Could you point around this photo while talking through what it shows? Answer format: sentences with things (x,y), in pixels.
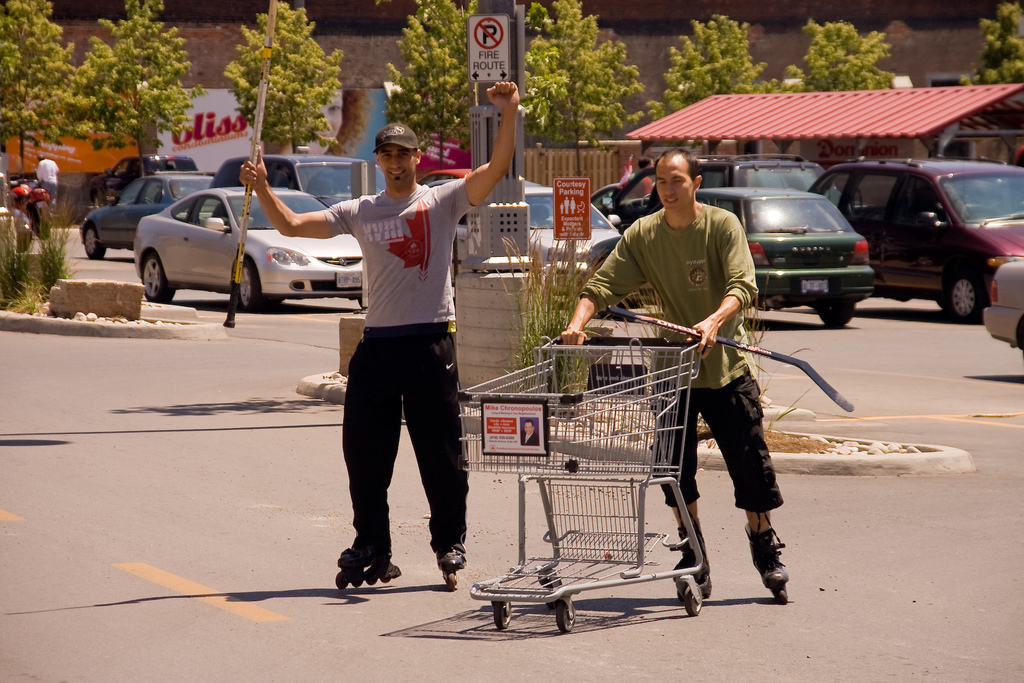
In this image there are men (628,274), they are holding an object (553,454), there is road (216,535) towards the bottom of the image (621,647), there are vehicles (892,213) on the road (72,244), there are plants (55,254) towards the left of the image (20,247), there are boards (498,65), there is text (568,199) on the boards (506,58), there are trees (299,84), there is a roof (784,117), at the background of the image (343,45) there is the wall (328,41).
